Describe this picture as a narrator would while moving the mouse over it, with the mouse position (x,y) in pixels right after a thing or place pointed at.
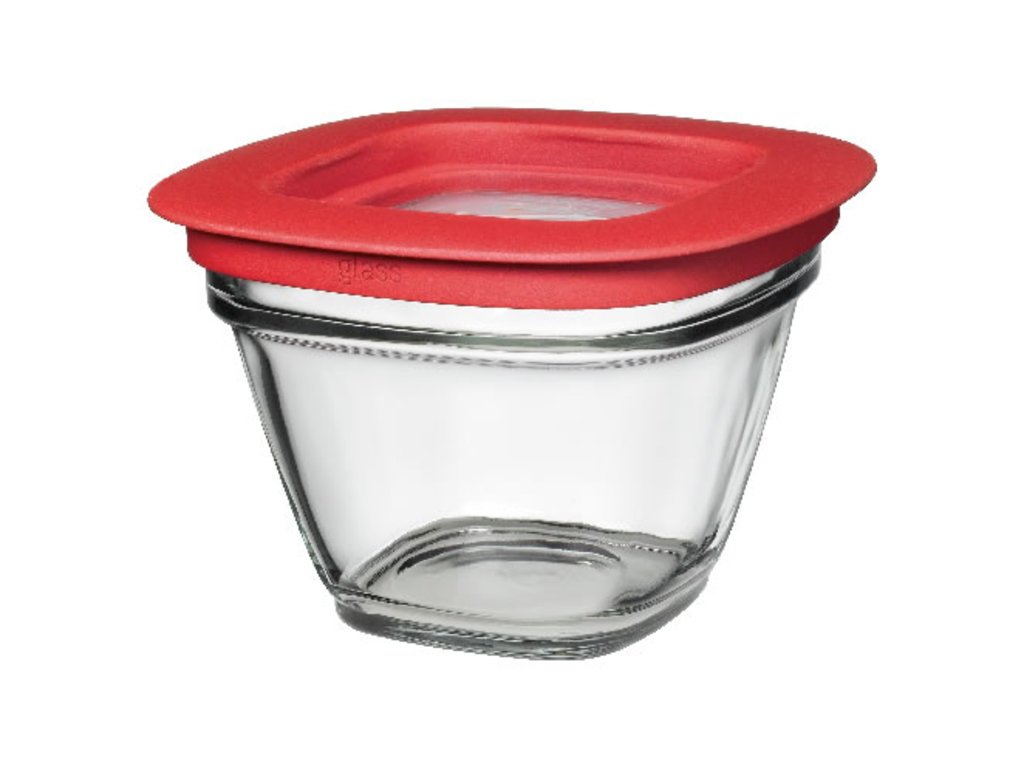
Here we can see a glass bowl (686,435) with red lid (659,261). Background (926,324) it is in white color.
